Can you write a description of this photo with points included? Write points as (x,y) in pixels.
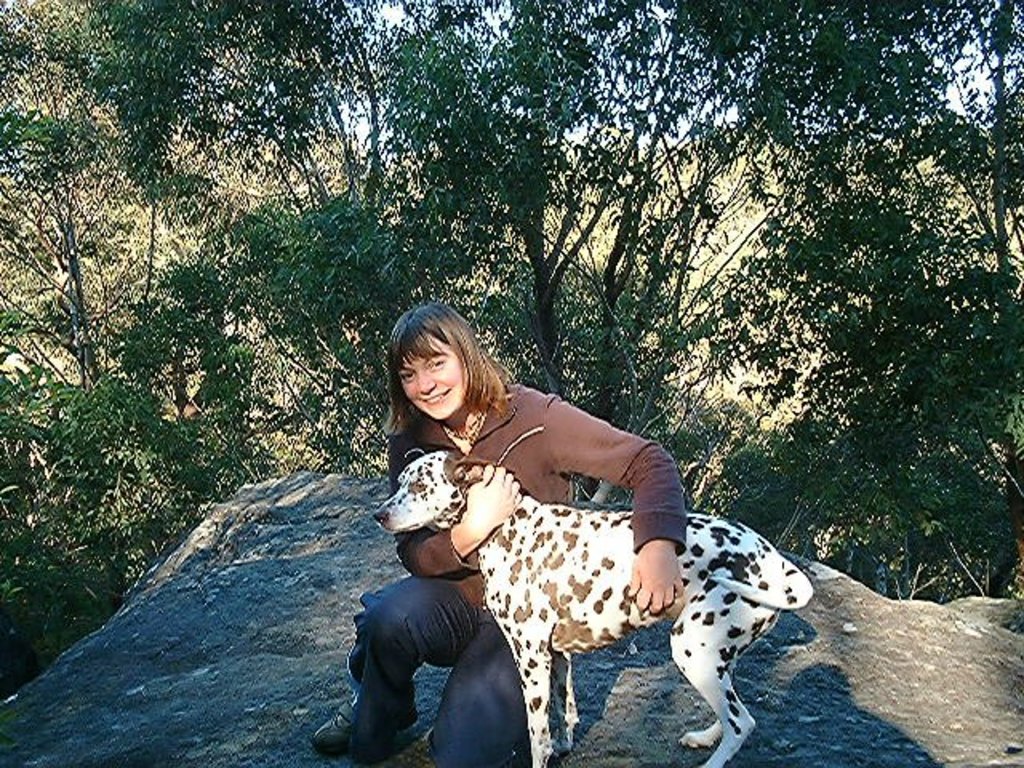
In this image i can see a woman (464,335) sitting and holding a dog (523,587). In the background (495,182) i can see trees (454,132), sky (380,135) and a rock (240,589).
